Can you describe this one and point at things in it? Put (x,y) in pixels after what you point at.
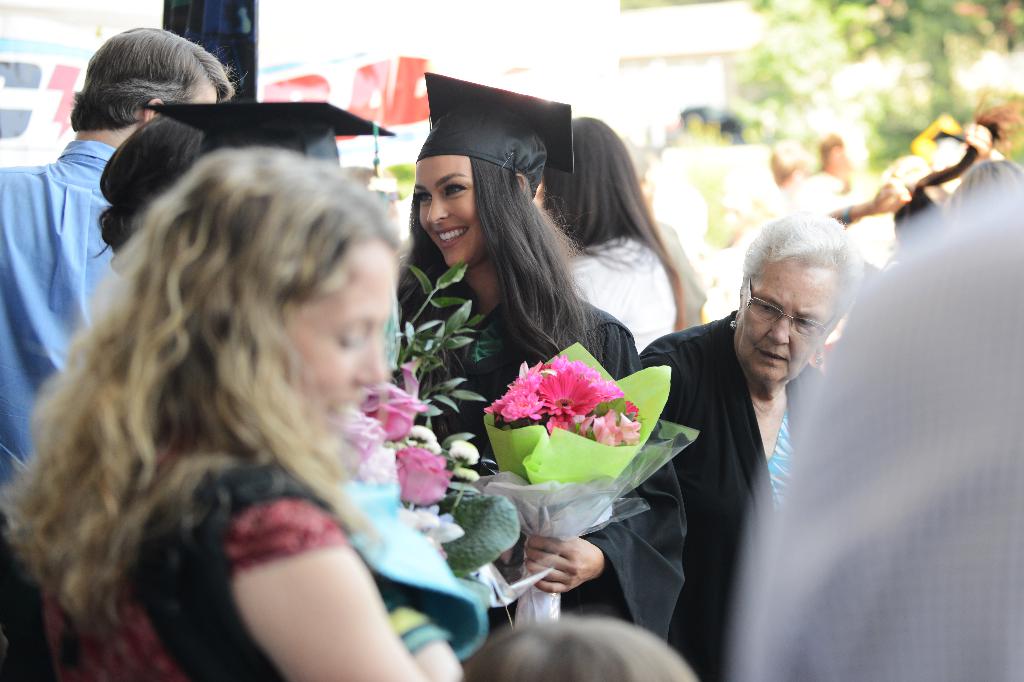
In this image I can see few people (563,259) around. I can see a person (602,335) is wearing black coat (603,351) and black hat (504,157) and holding a bouquet (547,512). I can see few colorful flowers (581,369).
